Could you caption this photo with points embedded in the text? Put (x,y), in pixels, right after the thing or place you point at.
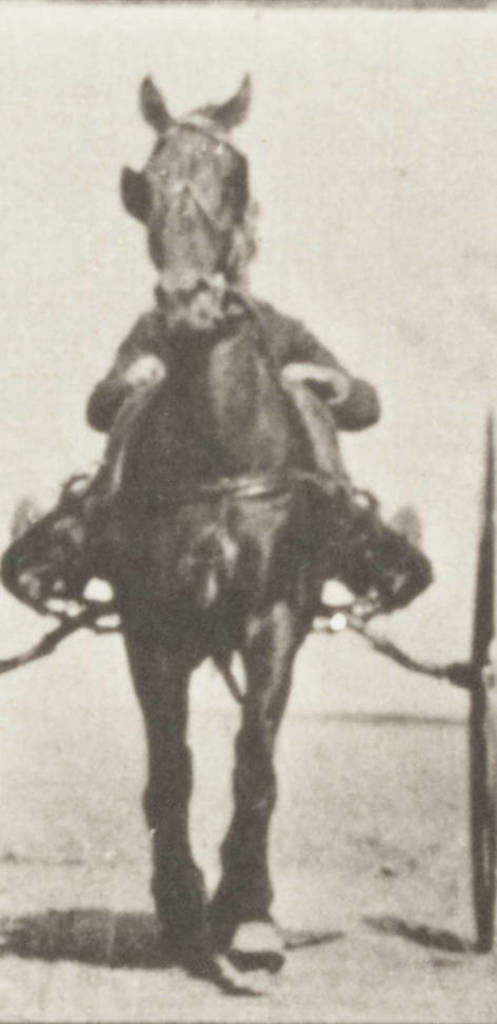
In this image, we can see a person (338,378) riding horse cart (250,622).
